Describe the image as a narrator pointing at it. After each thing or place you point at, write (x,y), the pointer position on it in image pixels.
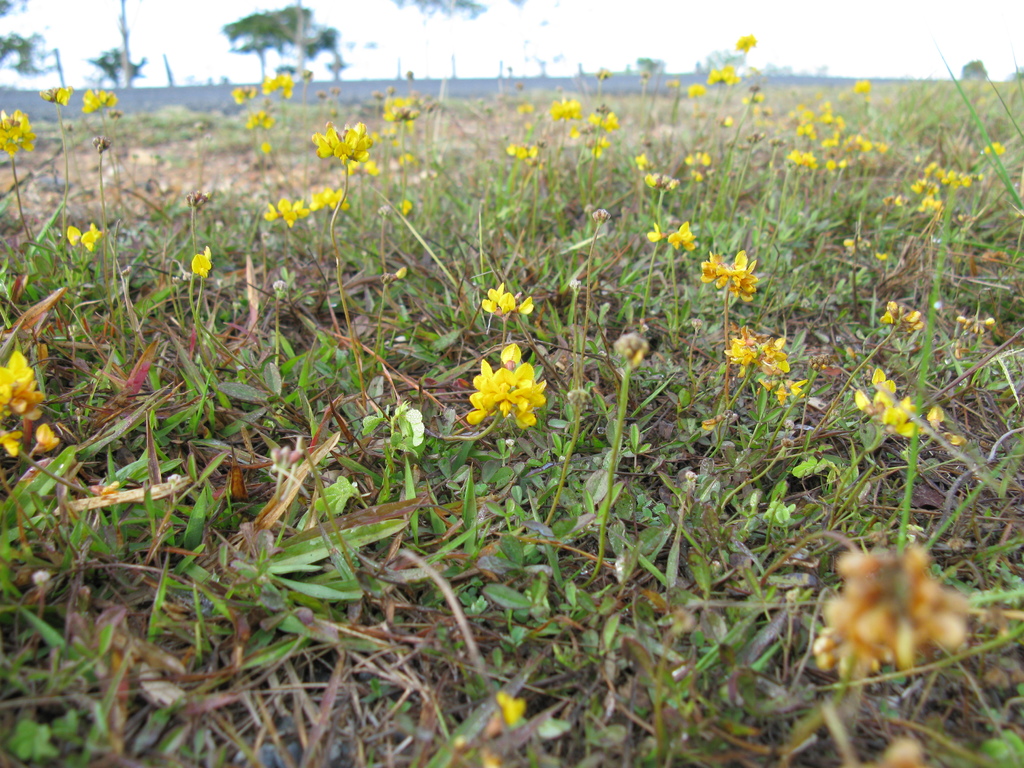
In this image there plants (325,367) and grass (313,579) on the ground (300,340). There are flowers (193,257) to the plants (760,391). In the background (292,35) there are trees (262,34) and a road (511,83). At the top (572,26) there is the sky (531,9).
